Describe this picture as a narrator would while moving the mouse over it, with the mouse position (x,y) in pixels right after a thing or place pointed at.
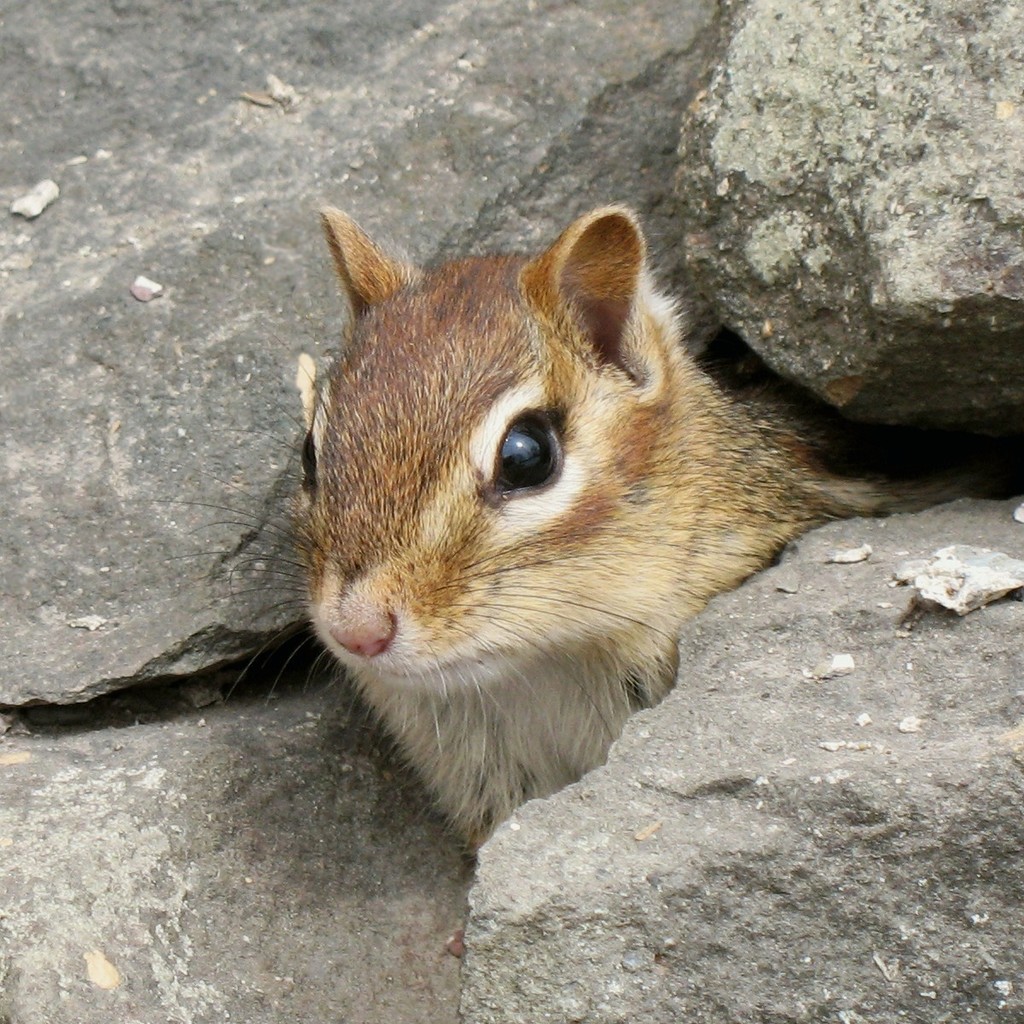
In the center of the image (647,475) we can see an animal (430,517). In the background (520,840), we can see some rocks (690,695).
